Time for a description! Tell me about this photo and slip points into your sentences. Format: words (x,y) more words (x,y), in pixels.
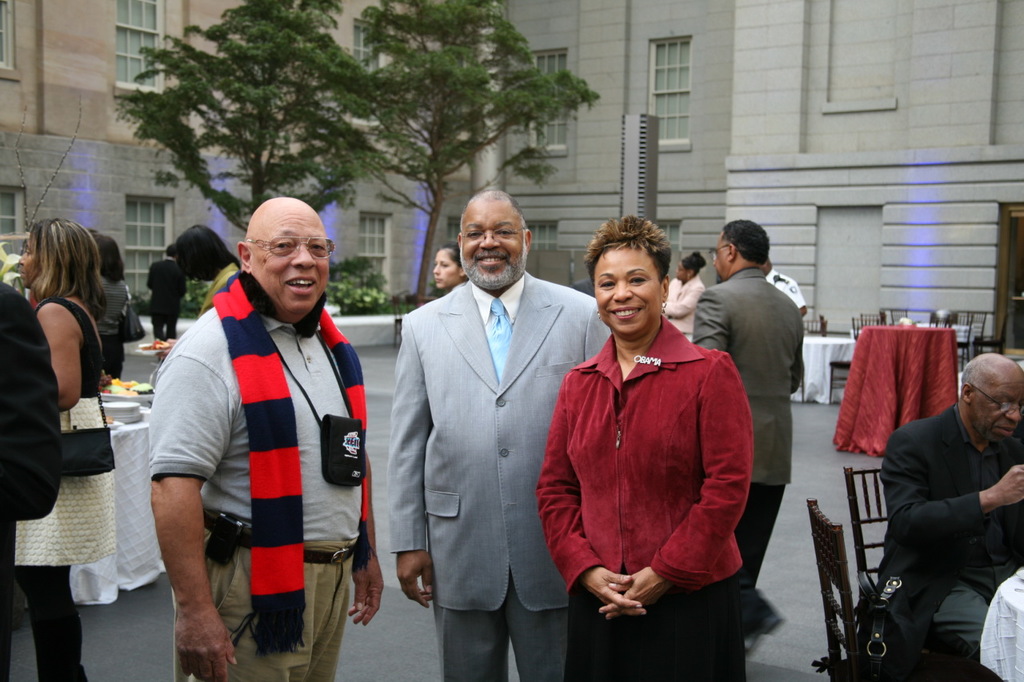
In this image we can see few people (643,379) standing on the ground (807,578), a person (919,563) sitting on the chair (857,543), there are few chairs (871,545) and tables (142,441) covered with clothes (877,346) and there are few objects (129,410) on the table (139,442), in the background (405,155) there are trees (349,174), plants (348,275) and buildings (751,172).
